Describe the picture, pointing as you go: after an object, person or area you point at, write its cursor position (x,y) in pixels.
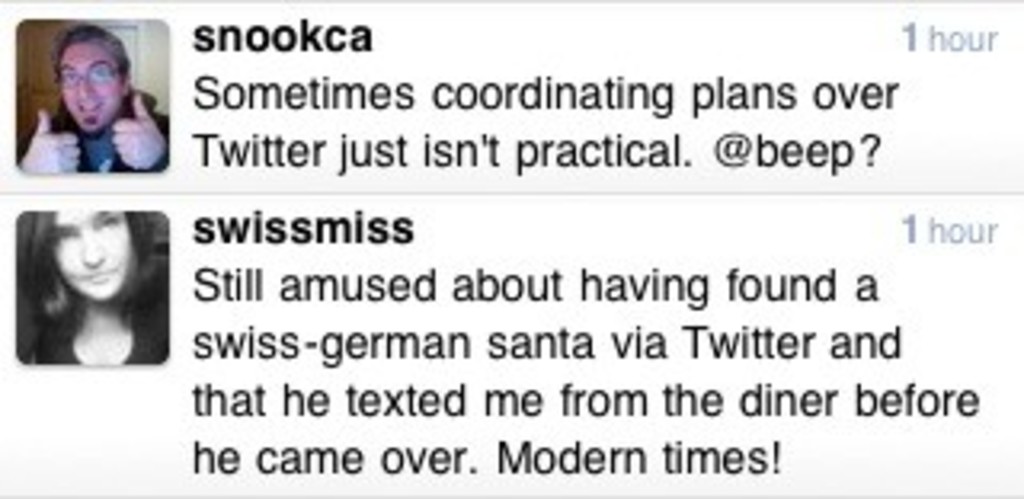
It is a screenshot. In this image there are depictions of people (107,108) and there is some text (221,44) on the image.
